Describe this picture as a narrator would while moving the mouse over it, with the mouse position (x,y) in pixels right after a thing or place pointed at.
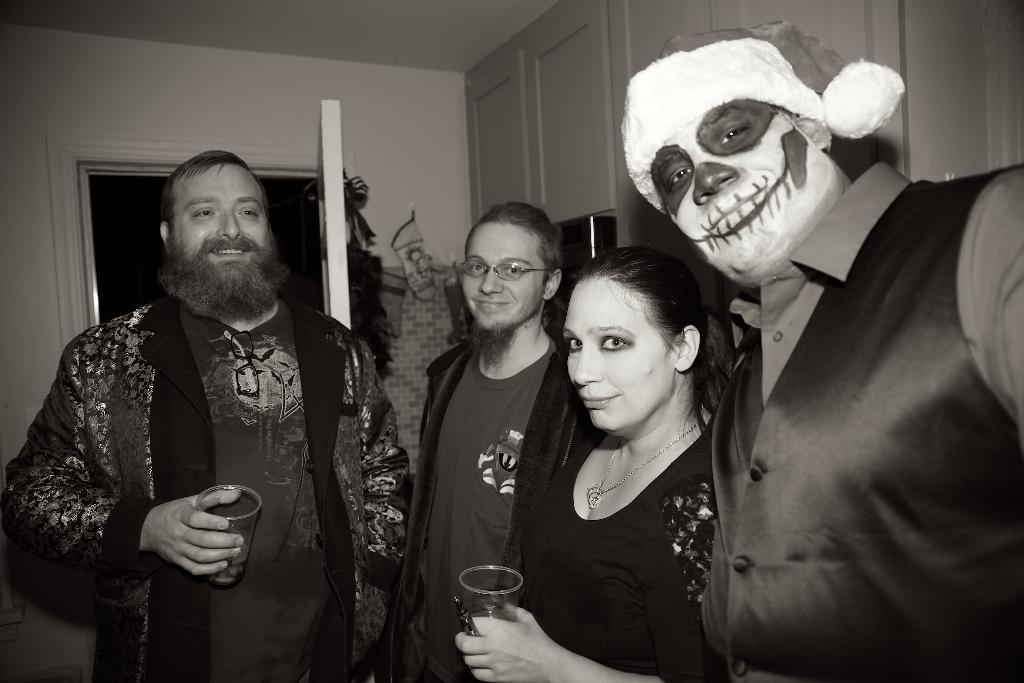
In this image we can see a group of people (473,435) and holding some objects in their hands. There is a door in the image. There are many objects (408,286) on the wall (416,345). There are wooden cupboards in the image.
